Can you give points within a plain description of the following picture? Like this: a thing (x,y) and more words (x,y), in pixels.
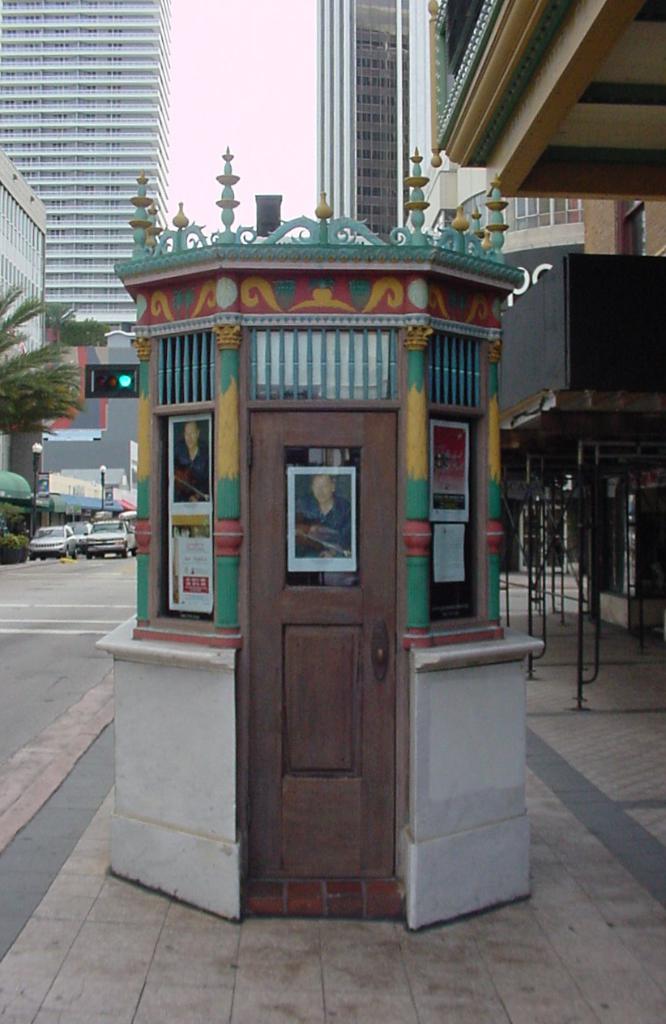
In the center of the image (386,472) we can see a booth (364,560). In the background (640,250) there are buildings (372,167), trees (35,421), cars (57,552), poles (36,454) and sky (256,60).
